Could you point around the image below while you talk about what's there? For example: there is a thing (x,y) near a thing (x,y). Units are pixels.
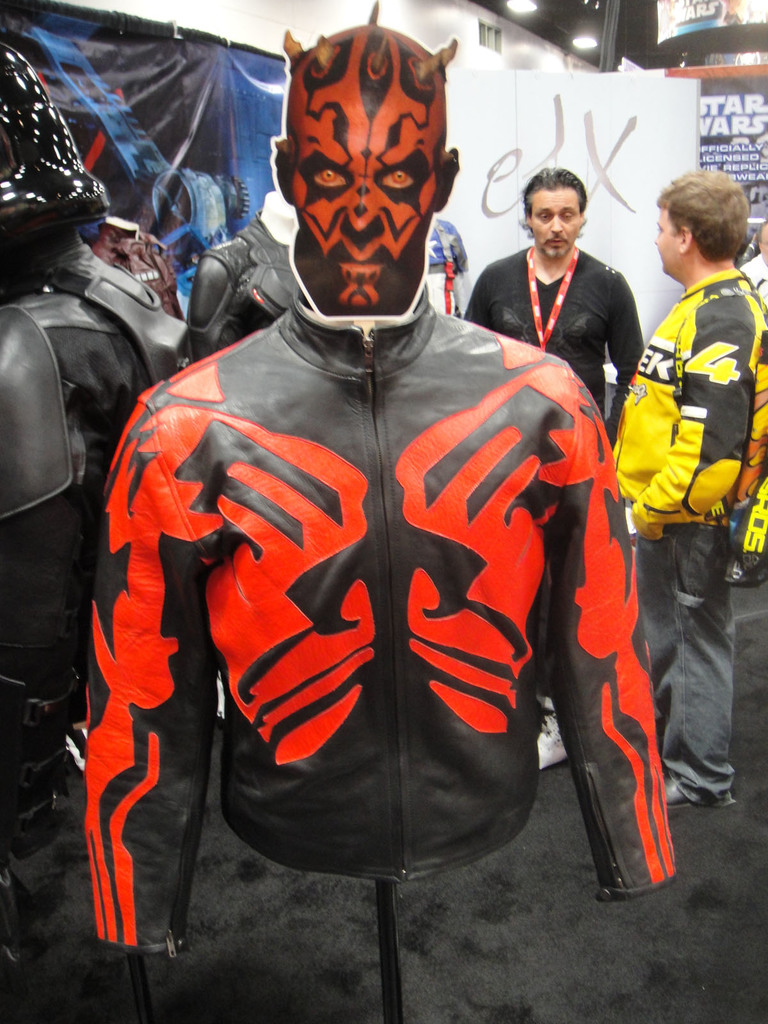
In the foreground of the image (411,551) there is a jacket (447,551). In the background of the image (737,395) there are people (767,306). There is a banner (147,81). At the bottom of the image (588,951) there is carpet (286,985).
